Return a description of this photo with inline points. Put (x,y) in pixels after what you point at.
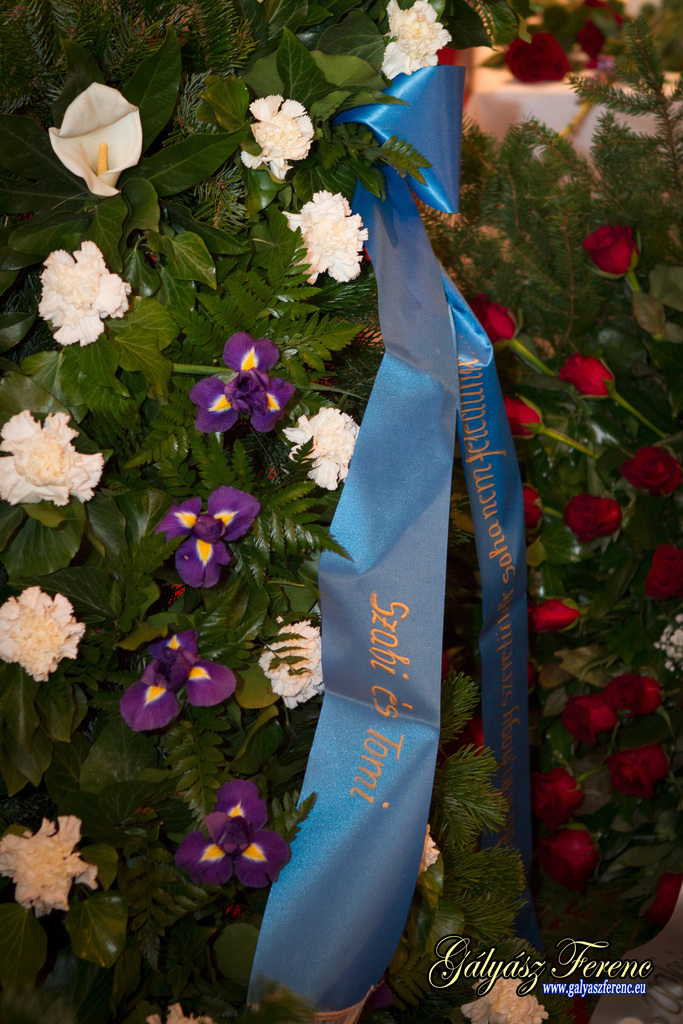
In this image we can see few plants (590,288). There are many flowers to the plants (273,482). There is an object (401,810) in the image. There is some text (446,975) at the bottom of the image (450,985).
